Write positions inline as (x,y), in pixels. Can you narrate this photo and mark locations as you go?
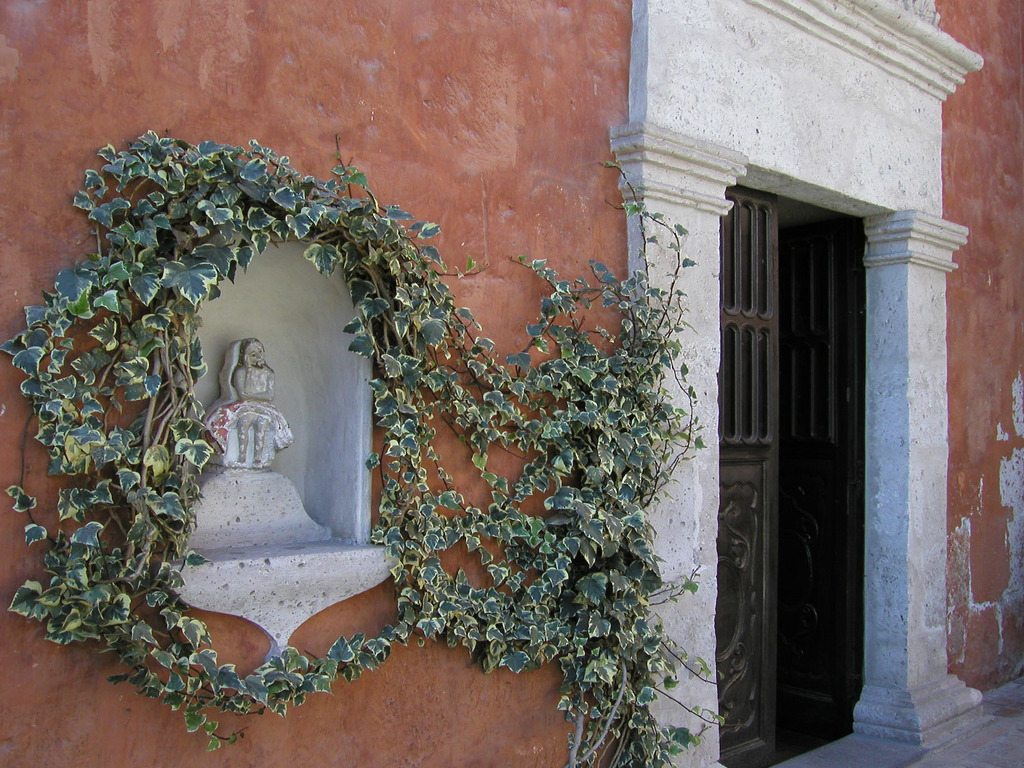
In this image I see the building (712,68) and i see the doors (852,525) over here and I see a sculpture (265,446) over here and I see the creepers (154,437) over here.
